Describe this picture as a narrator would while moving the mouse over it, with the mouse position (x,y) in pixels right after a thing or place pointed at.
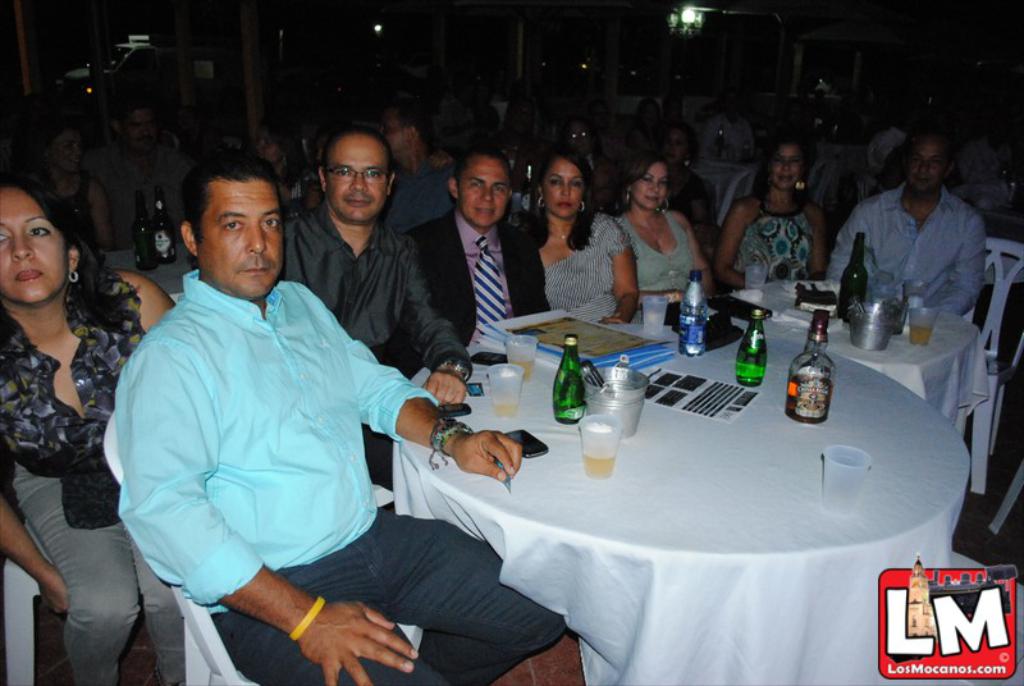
In this picture we can see all the persons (343,267) sitting on chairs (115,454) in front of a table (714,518) and on the table (683,435) we can see glasses (840,479), bottles (685,331), and mobile (532,443). There is a white cloth (734,512) on the table (727,554) and on the background (159,66) we can see one vehicle (146,69).
